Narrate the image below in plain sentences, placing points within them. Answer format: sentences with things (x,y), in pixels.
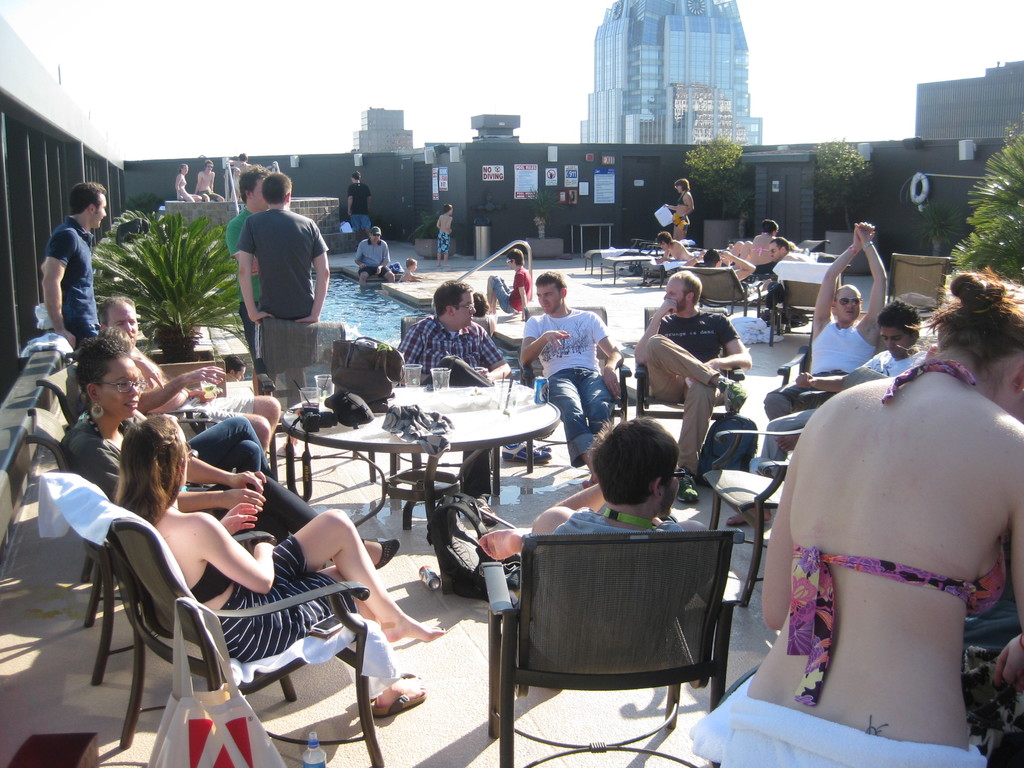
In this image can see number of people (263,544) sitting on chairs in front of table (531,413), on the table (408,448) I can see few clothes (391,413), a bag (363,381) and few glasses (437,389). In the background (298,289) few people (282,259) standing, few trees (175,236), a pool (338,294), few tables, a life ring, few buildings (696,63) and the sky (863,92).
